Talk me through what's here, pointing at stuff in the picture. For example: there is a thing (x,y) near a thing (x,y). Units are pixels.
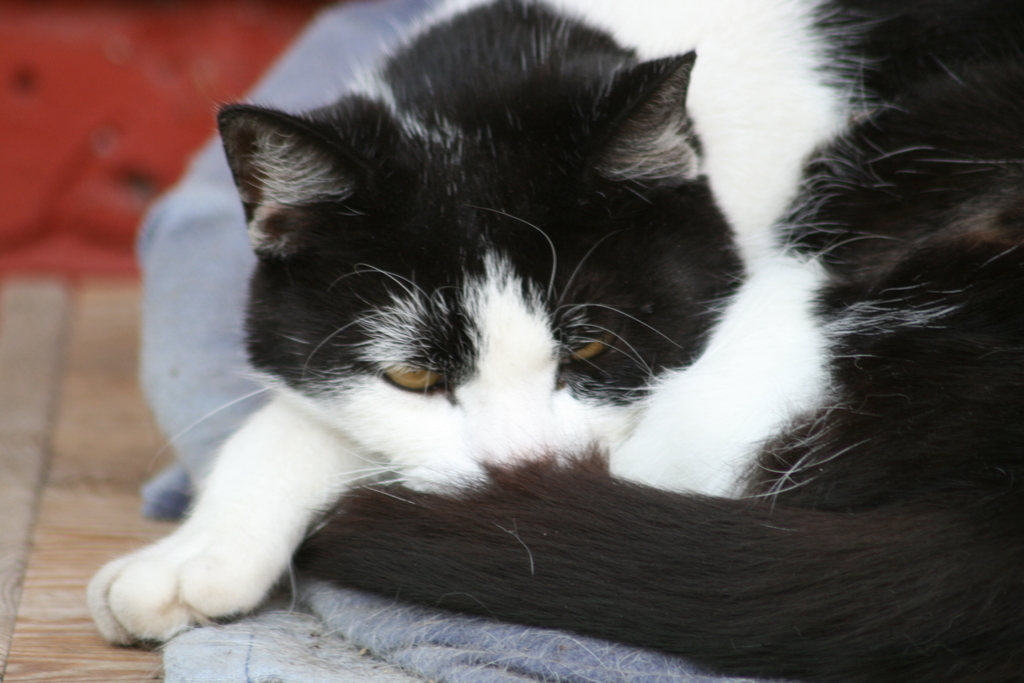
This image is taken indoors. At the bottom of the image (48,534) there is a floor (128,410). On the right side of the image (730,295) there is a cat (658,265) on the towel (212,261). In the background (135,149) there is a wall (233,83).
